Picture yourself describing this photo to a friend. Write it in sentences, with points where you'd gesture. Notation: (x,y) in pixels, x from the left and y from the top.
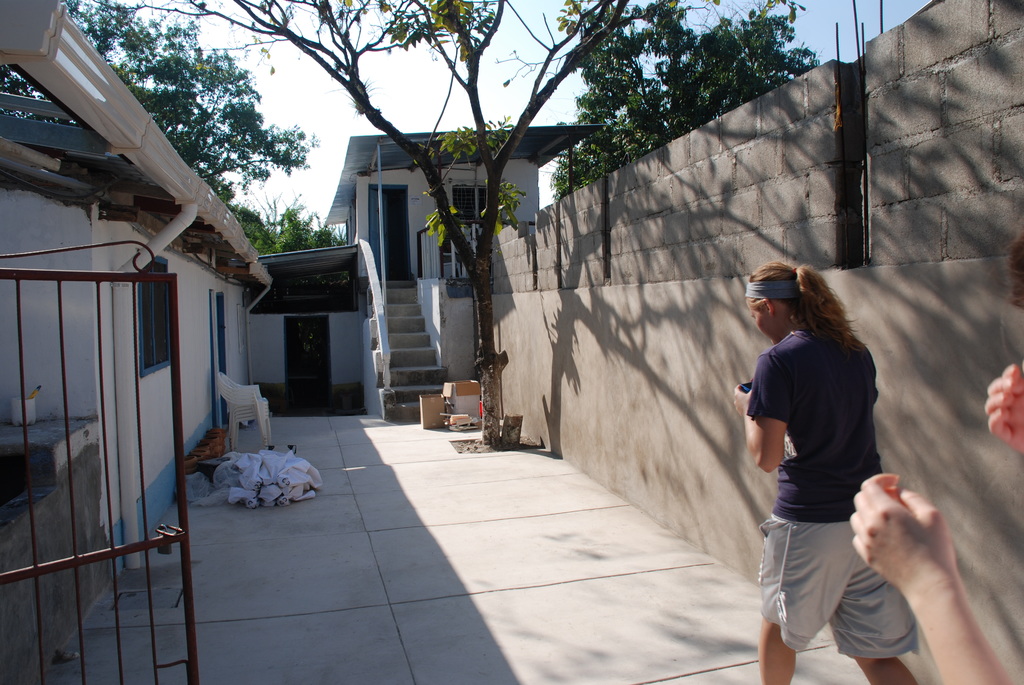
In this image there are houses (175,240) visible in the middle (403,233), in front of houses (251,264) there are trees (468,222), steps (412,392), chair (254,424), cloth (216,483), wall (1,362), gate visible on the left side (32,370), at the top (418,56) there is the sky (728,3), on the right side (880,271) there is the wall (986,535), in front of the wall (736,338) there is a person's hand (1008,434), person (835,537) visible.
